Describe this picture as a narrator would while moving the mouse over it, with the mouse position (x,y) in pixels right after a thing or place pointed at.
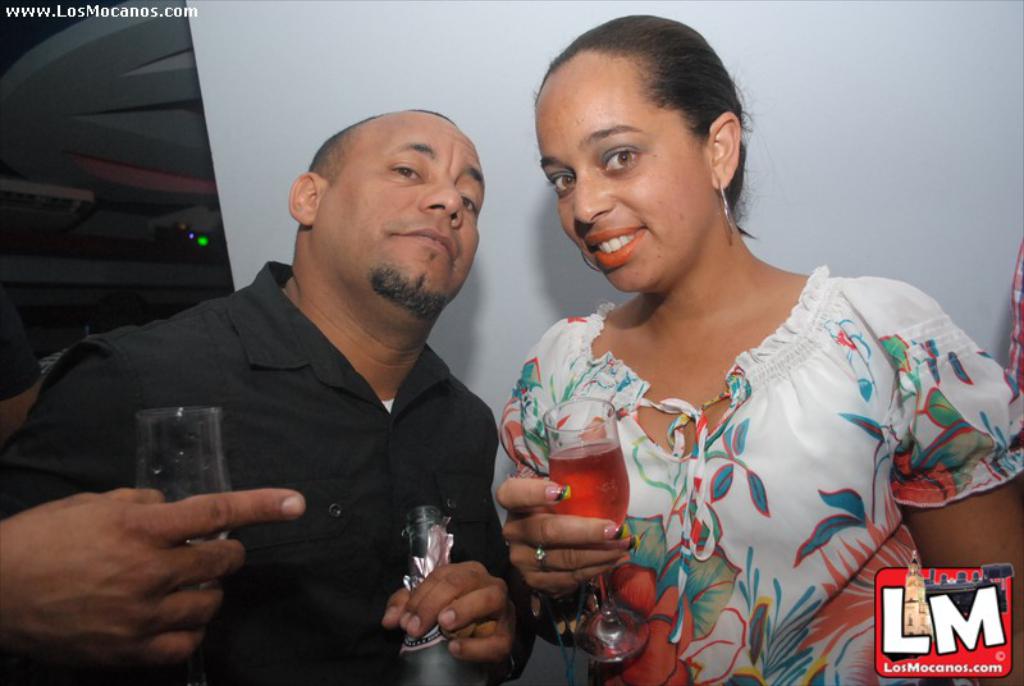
In this image we can see lady (724,452) holding glass (598,480) with a drink (587,491). And there is a person (284,460) holding bottle (414,524). Also we can see a hand (138,503) with a glass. Also there is watermark (1011,656) on the image.
